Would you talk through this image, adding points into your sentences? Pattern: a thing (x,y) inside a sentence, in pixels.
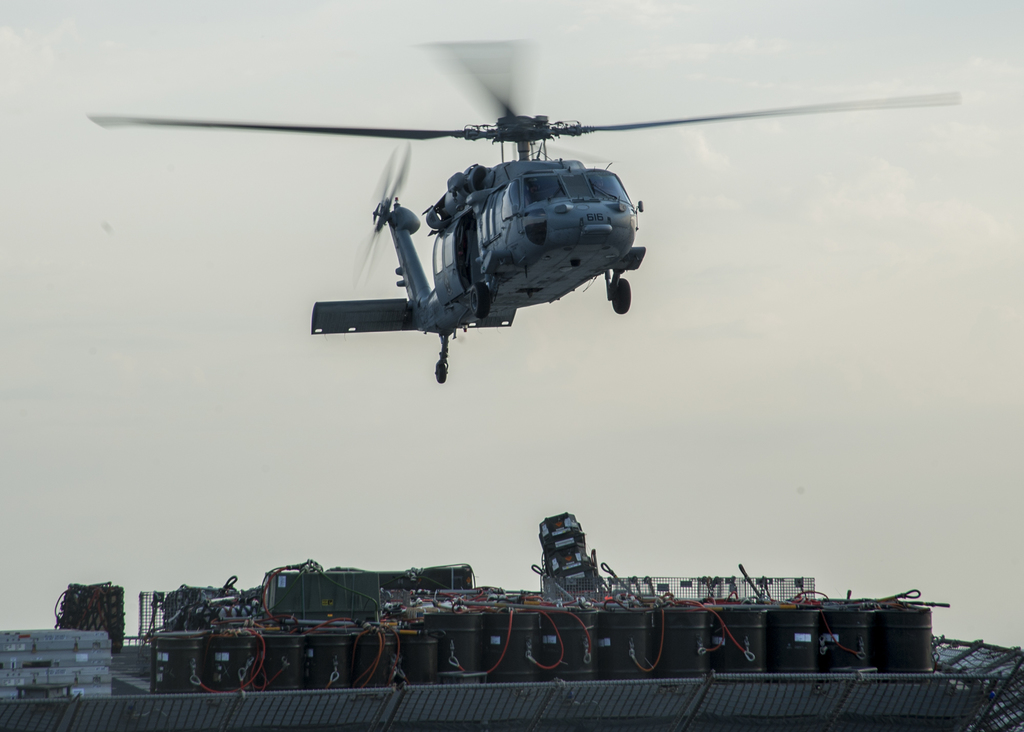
In this image there is one helicopter (432,210) in the center (535,283), and at the bottom of the image (77,686) there are some objects (85,676) and wires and there is a fence like objects (452,712) and in the background (611,464) there is sky (802,349).
